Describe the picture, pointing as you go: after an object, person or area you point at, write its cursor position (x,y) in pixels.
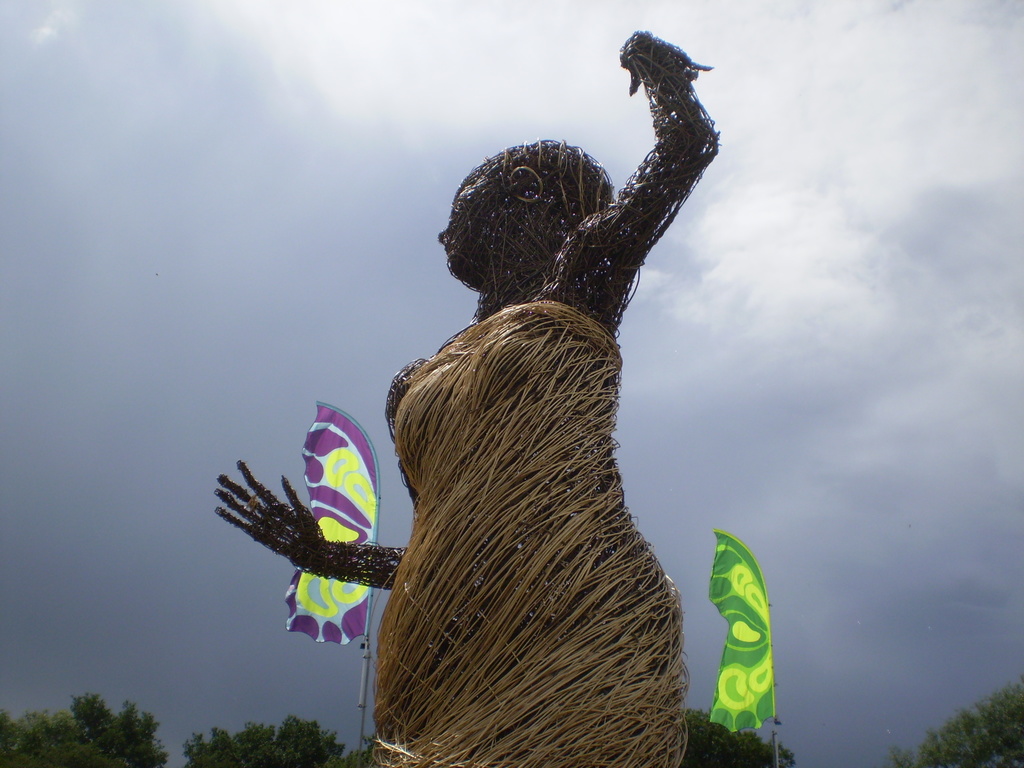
Front we can see a statue (503,528). Background (738,584) there are flags (734,645) and trees (974,725). Sky (384,479) is cloudy.
